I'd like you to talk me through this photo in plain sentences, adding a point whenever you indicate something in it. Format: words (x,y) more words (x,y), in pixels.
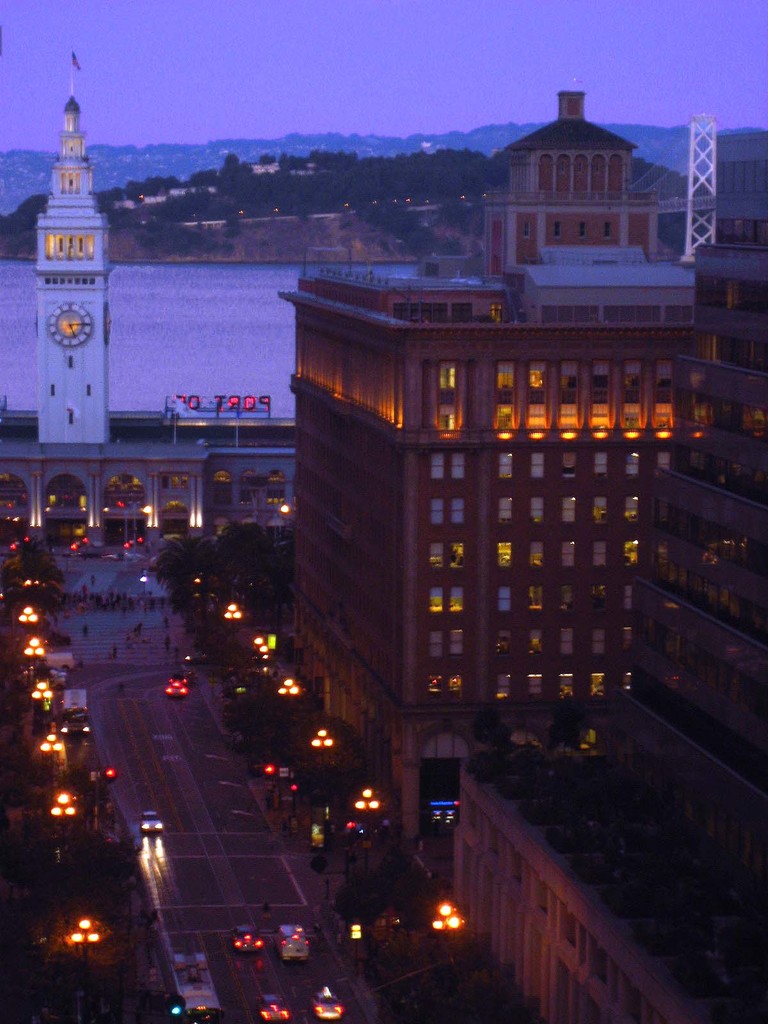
In this image we can see vehicles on the road (187,777). Right side of the image (658,585), buildings (473,509) are present. In the background (72,312), we can see water body (157,312), tower (79,247), trees (383,191) and building (609,169). At the top of the image (364,36), we can see the sky (121,93).
